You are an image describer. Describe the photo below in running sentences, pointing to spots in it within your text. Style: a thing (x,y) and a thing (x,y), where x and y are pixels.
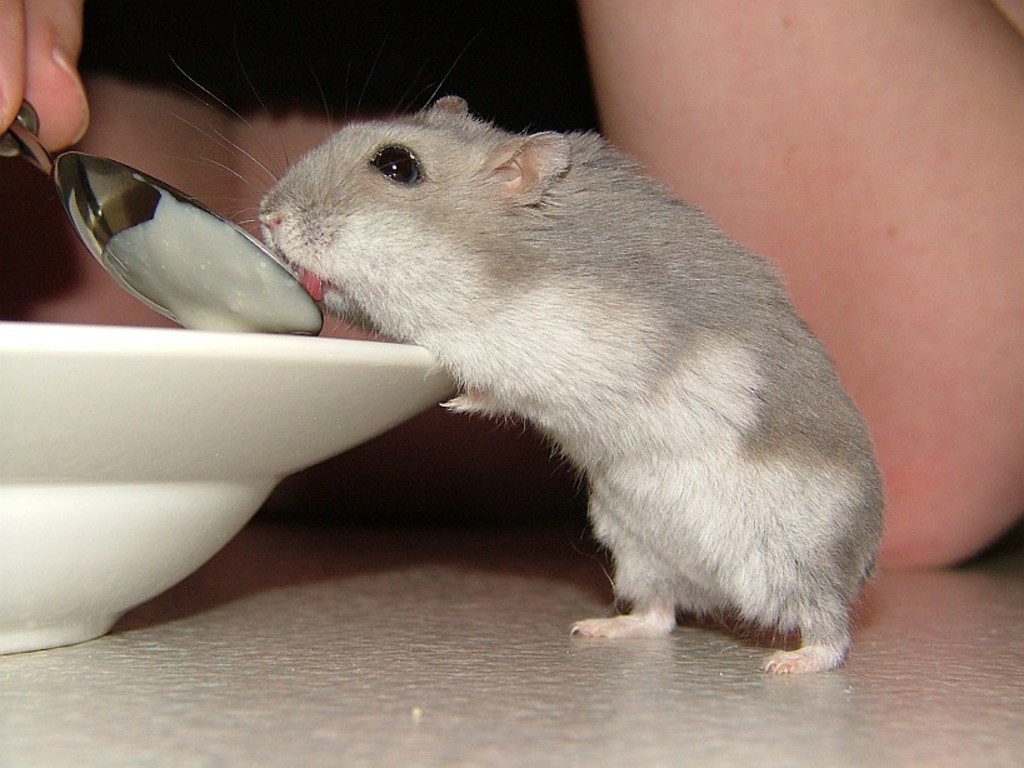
In this image we can see the hamster (664,594) and a white color bowl (128,545) on the surface (582,683). In the background (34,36), we can see the person's hand (81,31) holding a spoon (100,254).
